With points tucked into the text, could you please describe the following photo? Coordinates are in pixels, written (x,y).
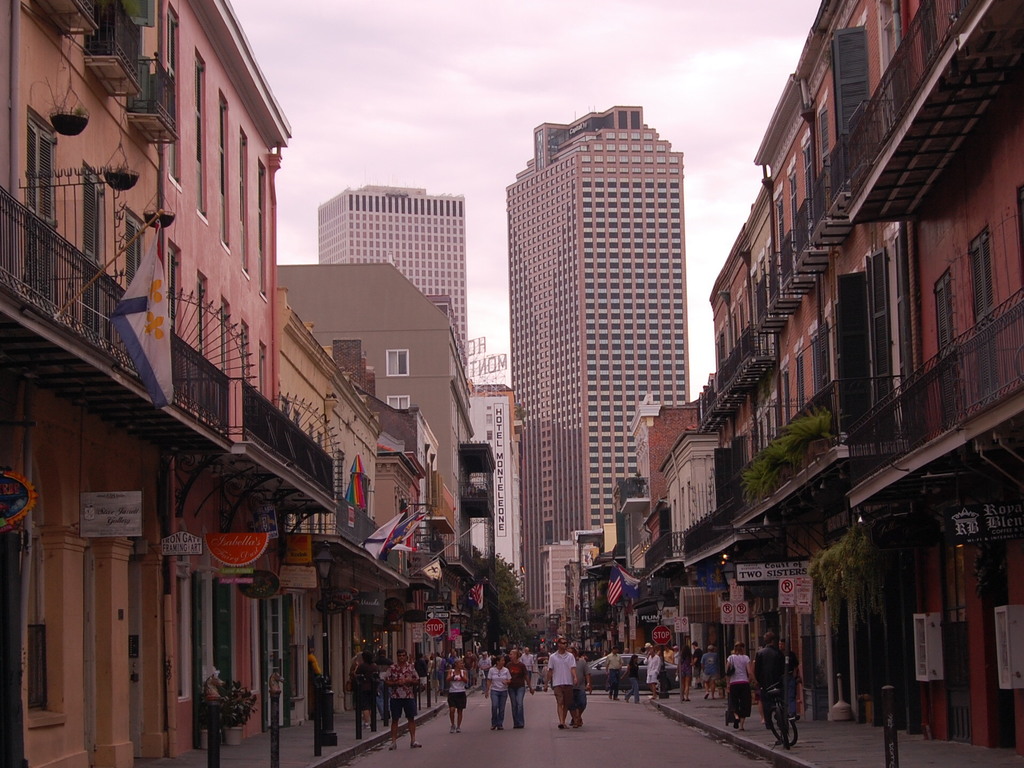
In this image I can see few people (509,693) are standing on the road (552,723). These people (562,686) are wearing the different color dresses (553,675). To the side of the people (398,682) I can see many buildings (399,646), poles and some boards (432,621) to it. In the back (572,274) I can see few more buildings (424,338) and the white sky (424,101).
